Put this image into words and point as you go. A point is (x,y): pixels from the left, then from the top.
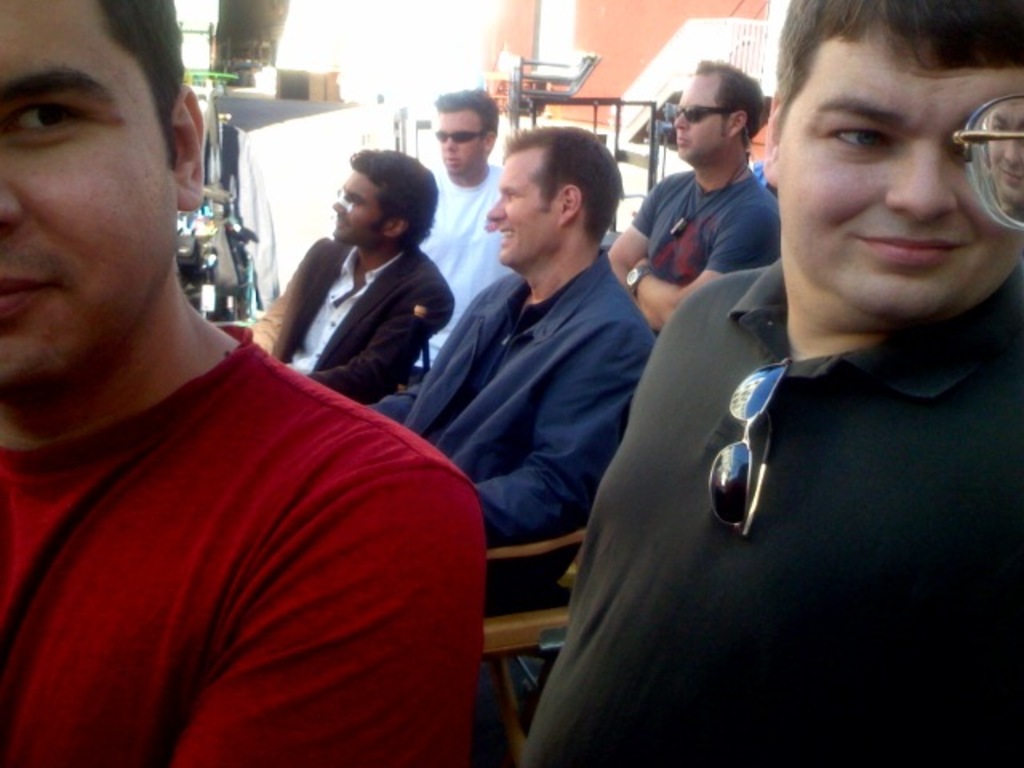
In this image I can see the group of people (655,367) with different color dresses (939,412). I can see some people (816,551) with the goggles (743,513). In the background (249,300) I can see some objects (404,120), railing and the wall (602,20).
